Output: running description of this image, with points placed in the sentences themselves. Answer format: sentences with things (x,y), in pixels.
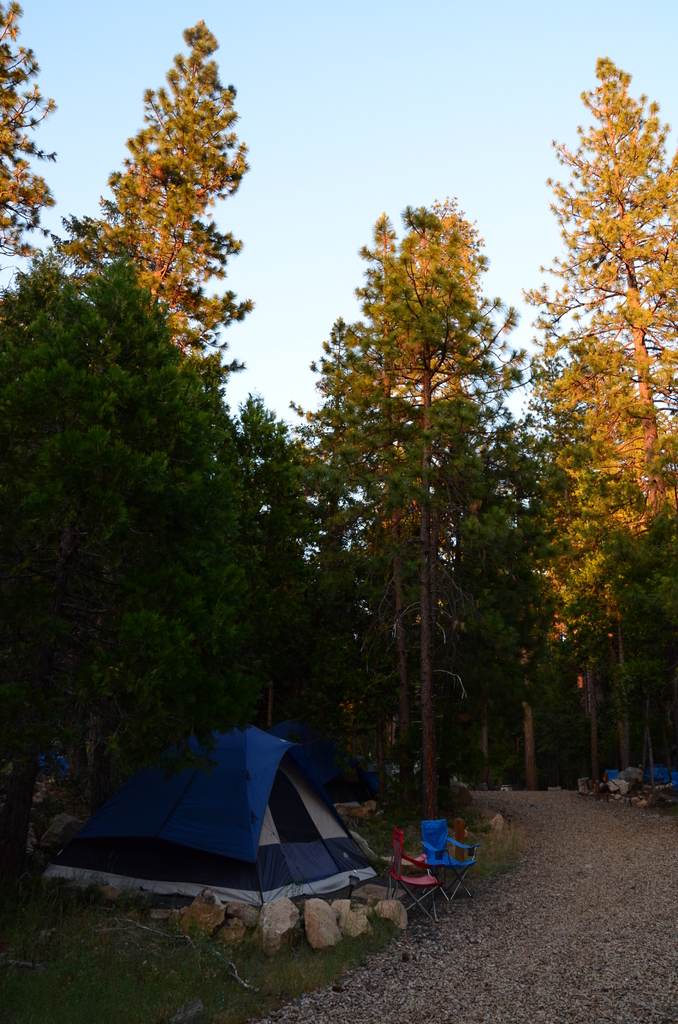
On the left (225,823) there is a tent (133,789), stones (276,910) and two chairs (427,858) on the ground (242,957). On the right (579,837) we can see path (538,850). In the background (301,590) there are trees (210,454) and sky (259,69).
